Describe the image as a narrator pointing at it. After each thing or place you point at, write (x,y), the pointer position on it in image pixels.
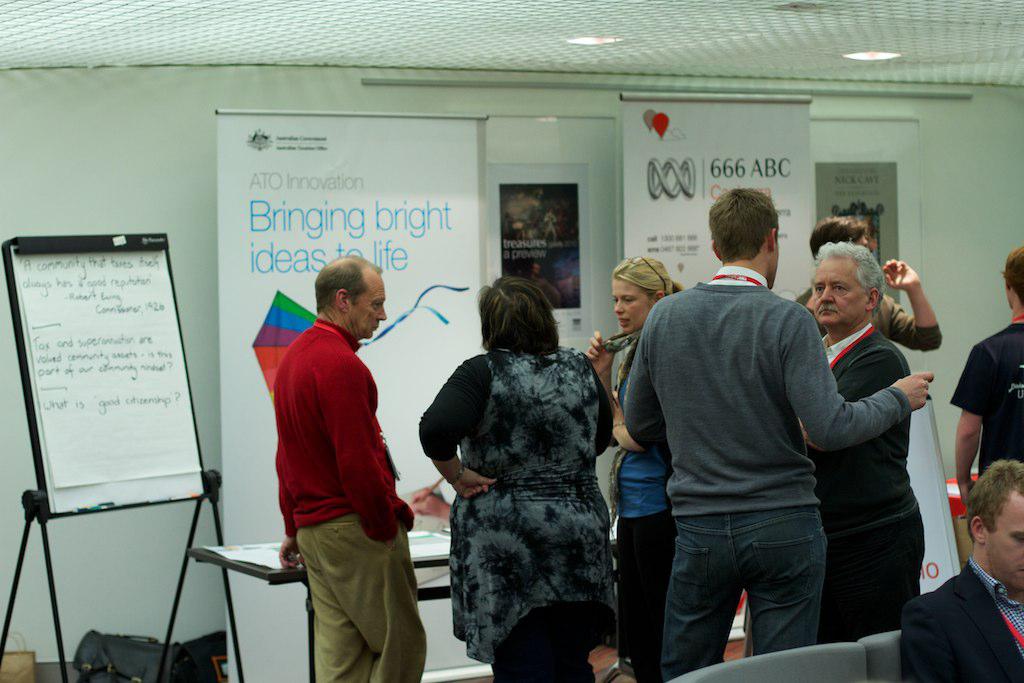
In this picture we can see a group of people (595,630) standing on the floor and a man (930,645) sitting on a chair (887,679), table (220,565), papers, board (202,463), banners (282,283) and in the background (887,228) we can see posters (886,199) on the wall (597,195).
